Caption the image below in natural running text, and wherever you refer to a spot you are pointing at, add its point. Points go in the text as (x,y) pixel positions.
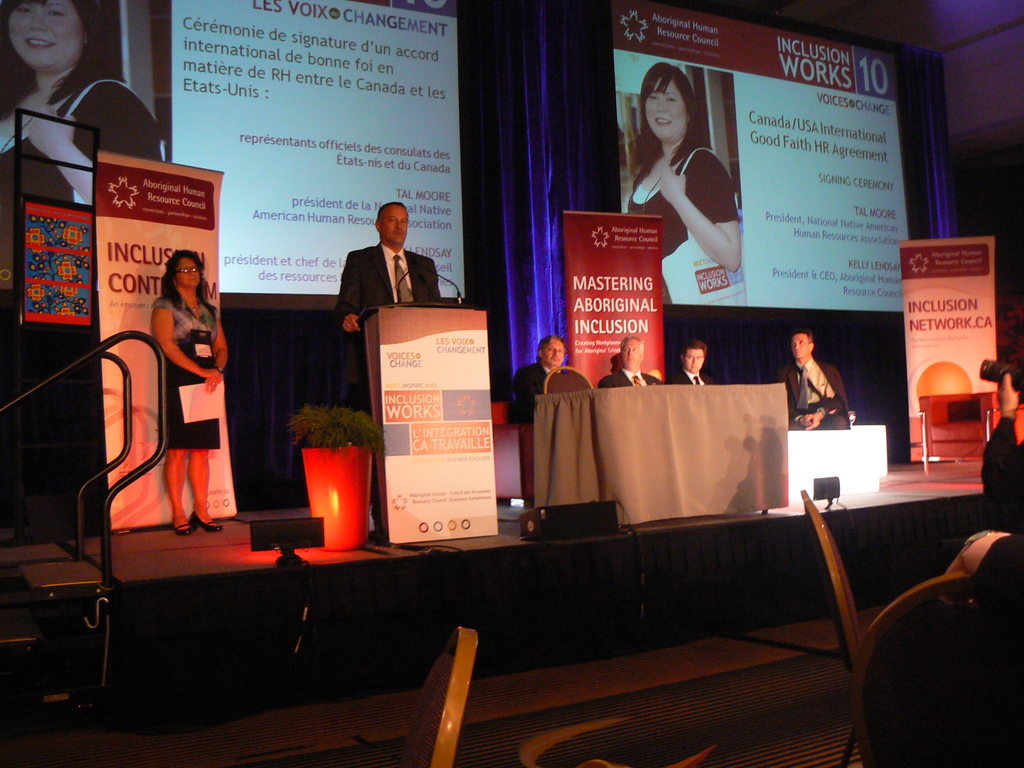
In this image I see 5 men (364,291) and a woman (206,275) over here and I see that these 5 men (389,268) are wearing suits (430,290) and this man (417,290) is standing in front of a podium (445,374) and I see there are 3 banners (975,383) on which there are words (646,282) written and in the background (85,11) I see the 2 screens (104,32) on which there are words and numbers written and I see the picture (131,113) of a woman (665,97) on both screens (757,159) and I see that these 4 of them (555,358) are sitting on chairs (569,374) and I see the blue curtain (555,184).
